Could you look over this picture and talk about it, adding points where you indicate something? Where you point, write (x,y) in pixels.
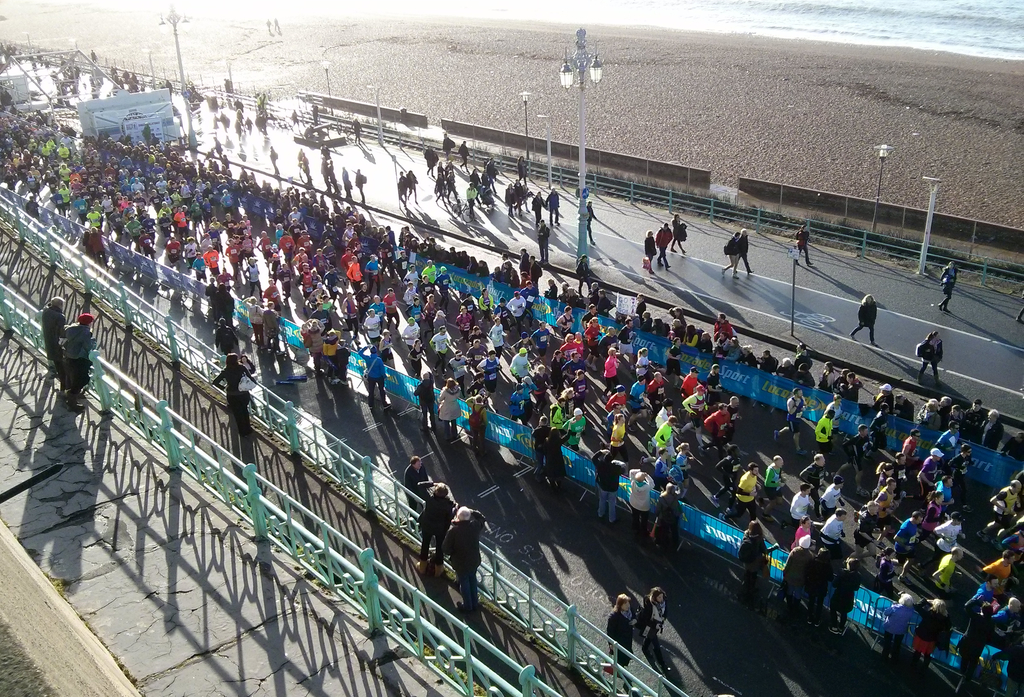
In the middle of the picture (618,391), we see many people (612,410) are running on the road (780,507). Beside them, we see the blue color boards (770,573) with some text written on it. Beside the boards (352,368), we see many people (597,485) are standing. On the left side (145,516), we see the bridges (130,510) and the railing (332,579) and many people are standing beside the railing (268,485). In the background (188,101), we see street lights (191,145) and people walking on the road (272,108). At the top (190,73), we see water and the sand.
